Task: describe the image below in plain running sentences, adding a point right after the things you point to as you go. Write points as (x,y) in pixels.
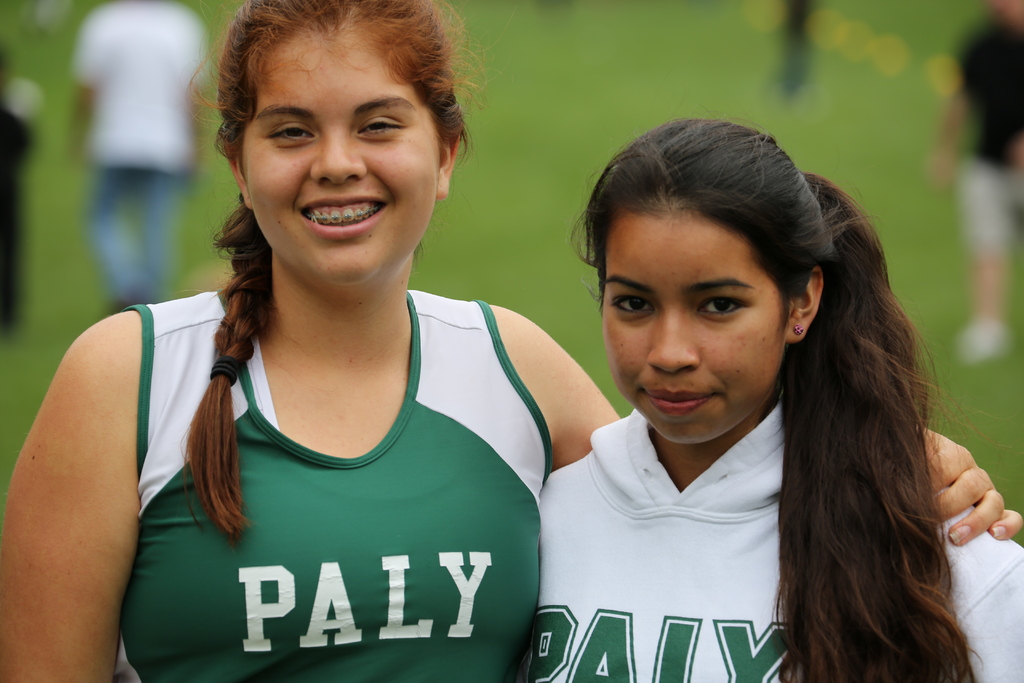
In this image in the foreground (359,492) there are two girls (511,508) who are standing and smiling, and in the background (1003,184) there are some people (179,114) who are walking and there is grass (528,255).
